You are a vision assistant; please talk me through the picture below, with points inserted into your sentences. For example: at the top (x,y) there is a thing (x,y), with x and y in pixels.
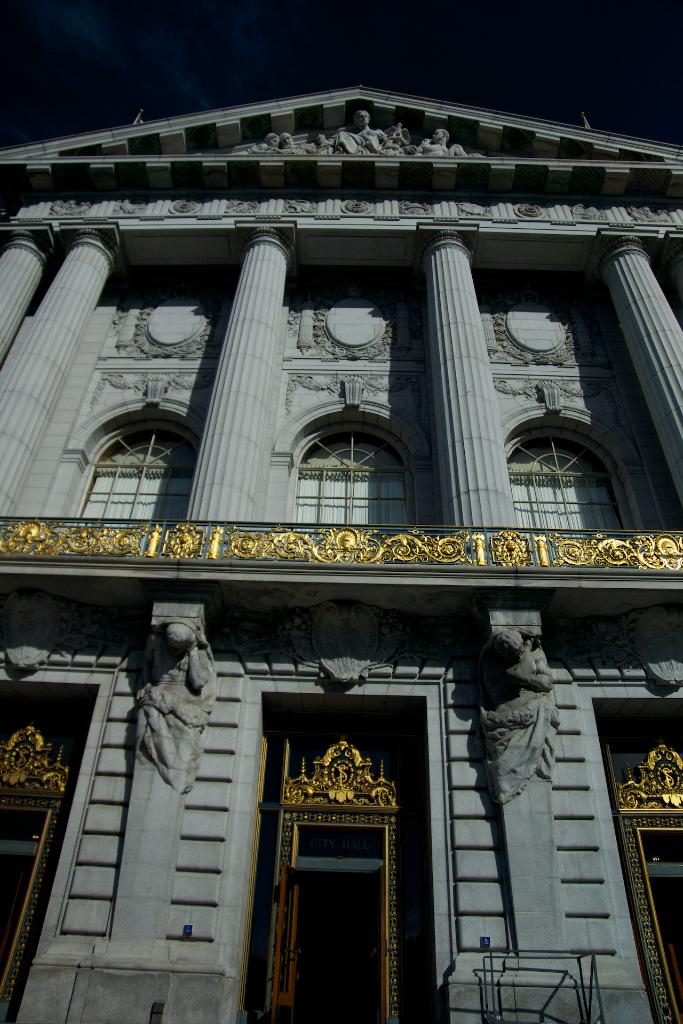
In this image there is a building (329,356) truncated, there are pillars (440,320), there is a pillar (661,338) truncated towards the right of the image (626,331), there are pillars (8,385) truncated towards the left of the image (40,276), there are sculptures (180,652) on the building (230,685), there is an object (597,988) truncated towards the bottom of the image (494,959).
